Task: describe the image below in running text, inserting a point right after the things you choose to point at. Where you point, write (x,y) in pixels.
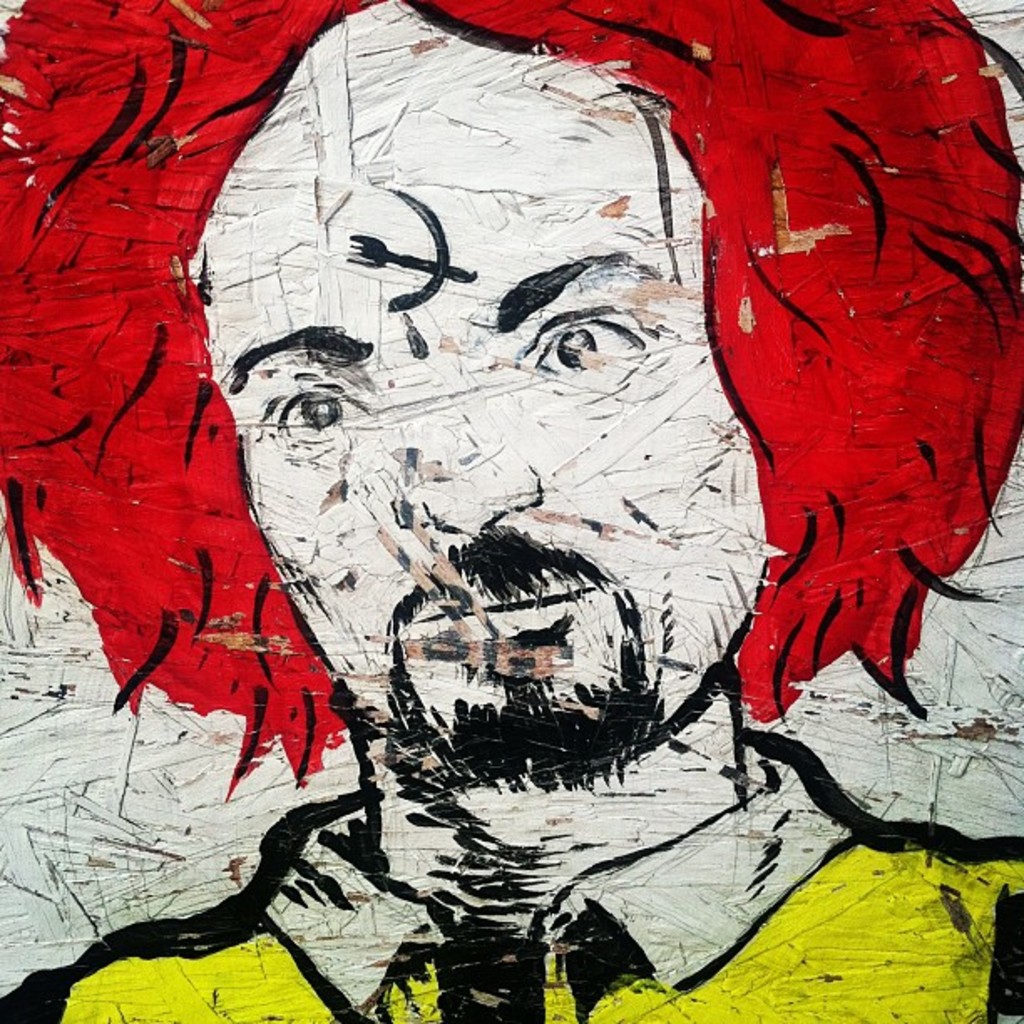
In this image I can see a painting (510,626) of a person (391,721).
